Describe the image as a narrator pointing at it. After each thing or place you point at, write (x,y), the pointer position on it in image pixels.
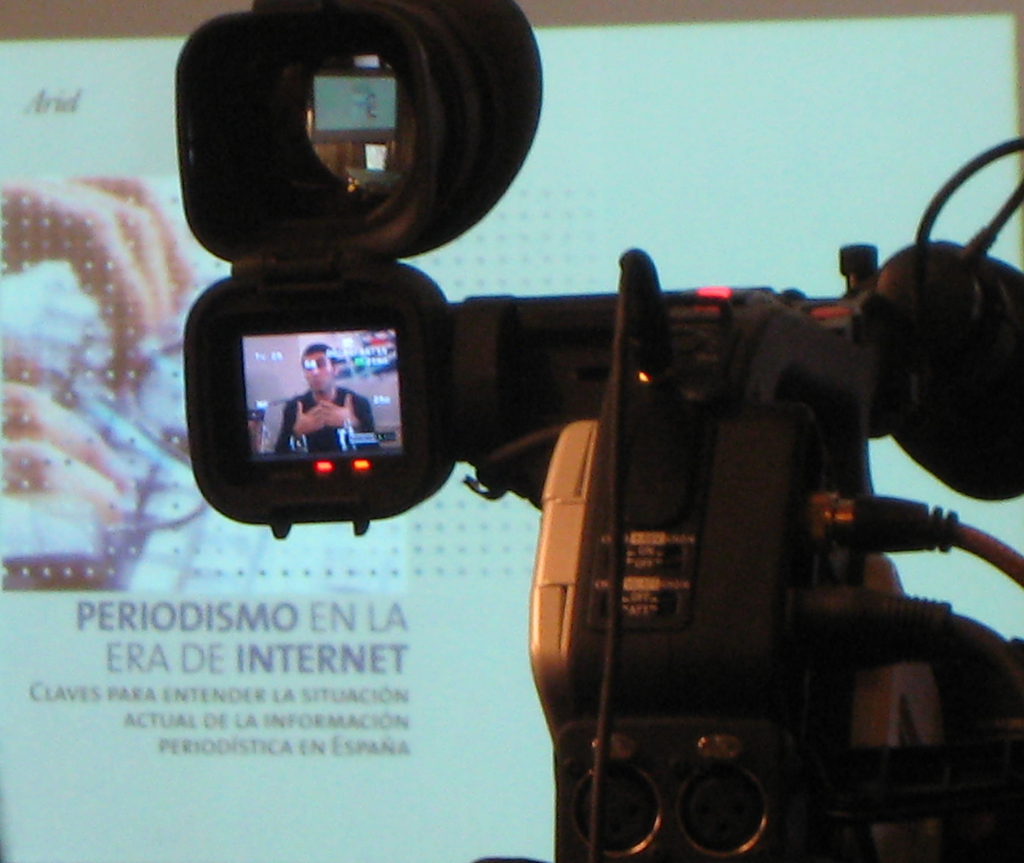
In this image we can see a video camera (489,434) and there is a person (326,423) on the camera display (386,362) and in the background (269,793), we can see the projector screen (691,110) with some text (240,729) and the picture (169,270).
